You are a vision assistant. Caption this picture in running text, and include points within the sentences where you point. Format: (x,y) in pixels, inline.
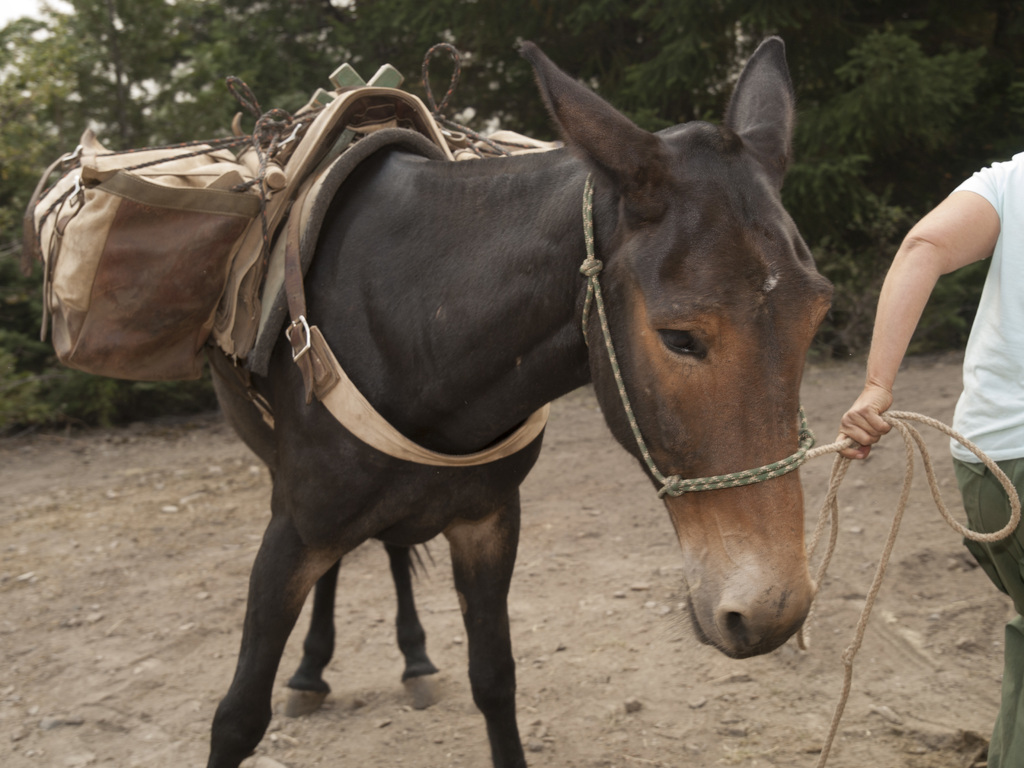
In the foreground of this image (705,512), there is a donkey (428,352) and few bags (171,214) tied on its back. On the right (983,450), there is a person (988,430) holding rope (923,419). In the background (641,18), there are trees (319,18).
